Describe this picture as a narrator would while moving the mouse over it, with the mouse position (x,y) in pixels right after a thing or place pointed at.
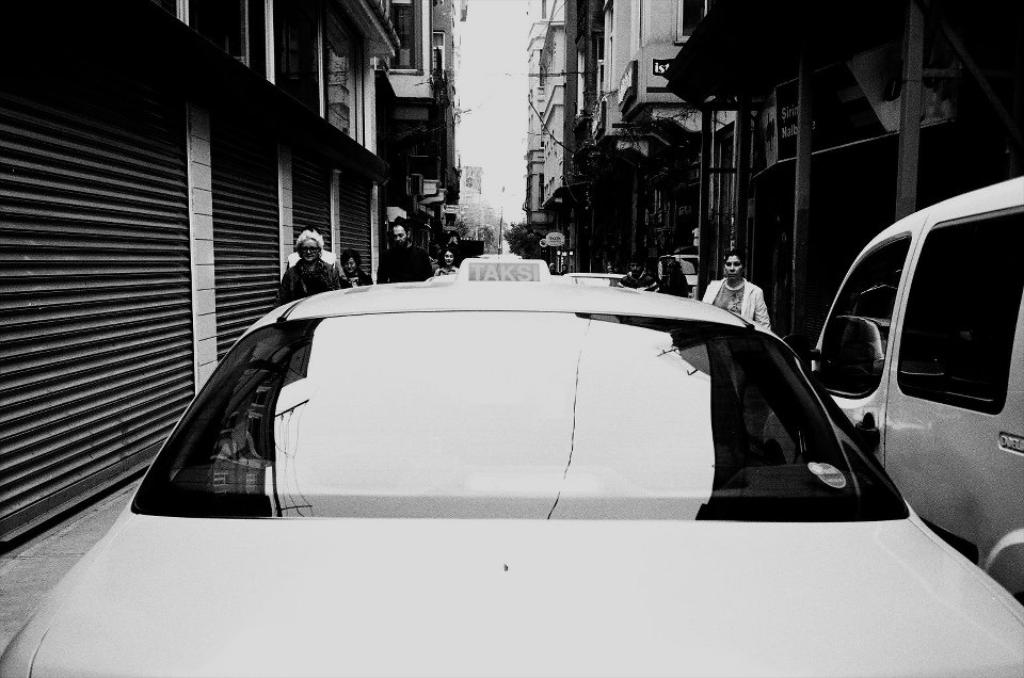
In this image in the foreground (471,408) there are two vehicles (401,423) visible, back side of vehicles (1003,446) there are few persons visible and the sky (492,111) visible in the middle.
